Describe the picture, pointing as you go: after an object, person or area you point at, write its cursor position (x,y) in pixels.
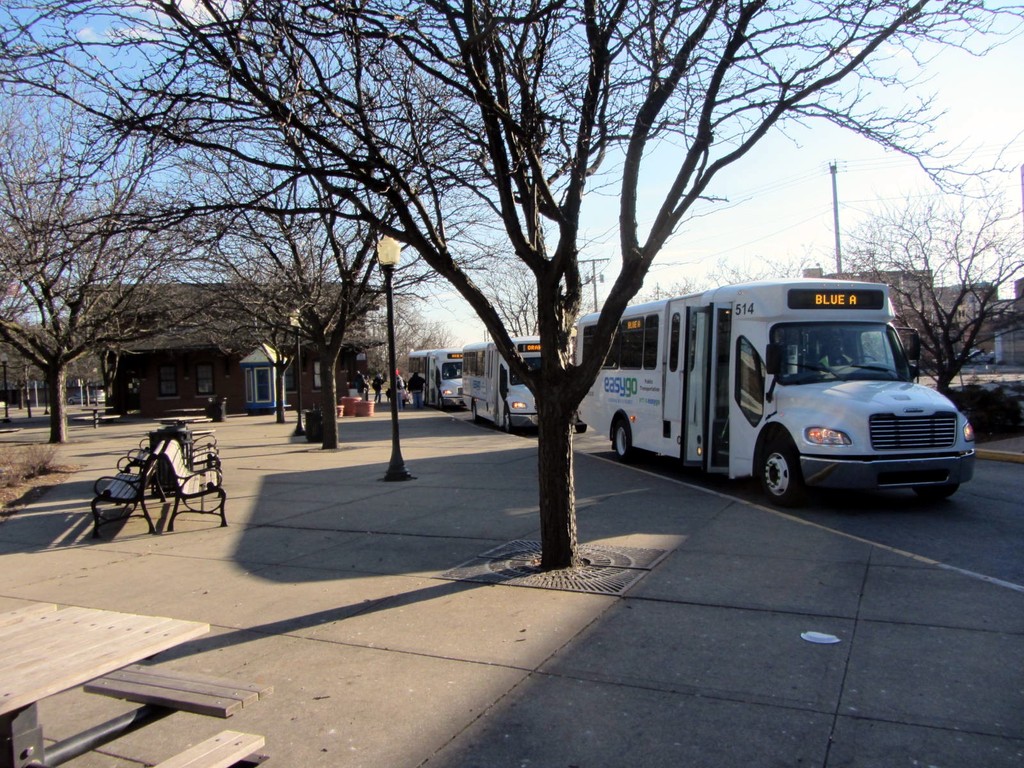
This image consists of many trees (552,472). To the right (866,466), there are buses (720,327) in white color. At the bottom (457,691), there is a road (329,690). To the left (158,456) there are benches (176,442). At the top (863,136), there are clouds (808,171) in the sky (792,167).
